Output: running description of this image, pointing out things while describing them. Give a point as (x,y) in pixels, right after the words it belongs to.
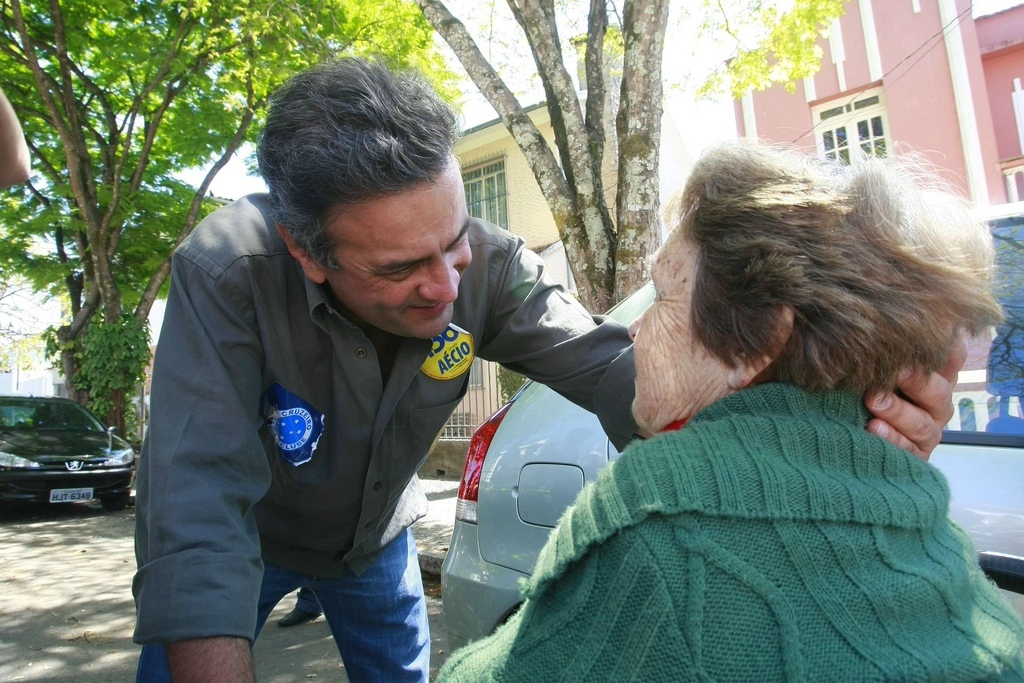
In this picture we can see two people (315,351) on the path (87,522). There are few vehicles (41,486) on the path (105,616). We can see a tree (147,113) and buildings (995,199) in the background (989,184).
